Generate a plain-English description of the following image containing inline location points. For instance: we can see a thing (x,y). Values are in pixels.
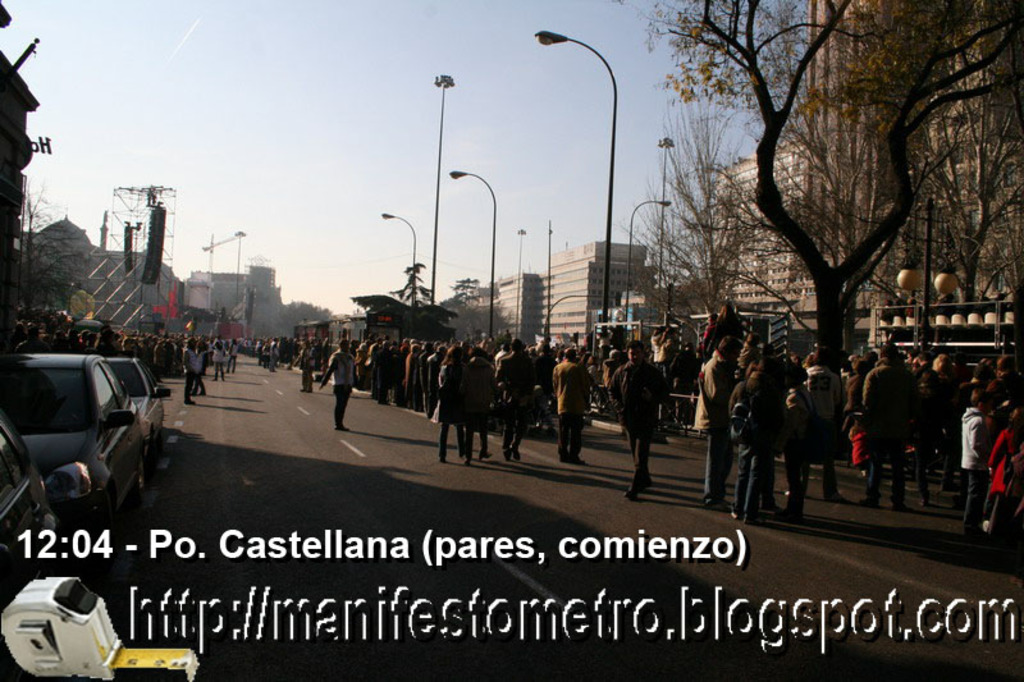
In the picture I can see a group of people (578,407) are standing on the road (514,460). In the background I can see vehicles (81,449), buildings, street lights (442,85), the sky (313,193), trees (710,264) and some other objects (159,244). I can also see something written on the image.
